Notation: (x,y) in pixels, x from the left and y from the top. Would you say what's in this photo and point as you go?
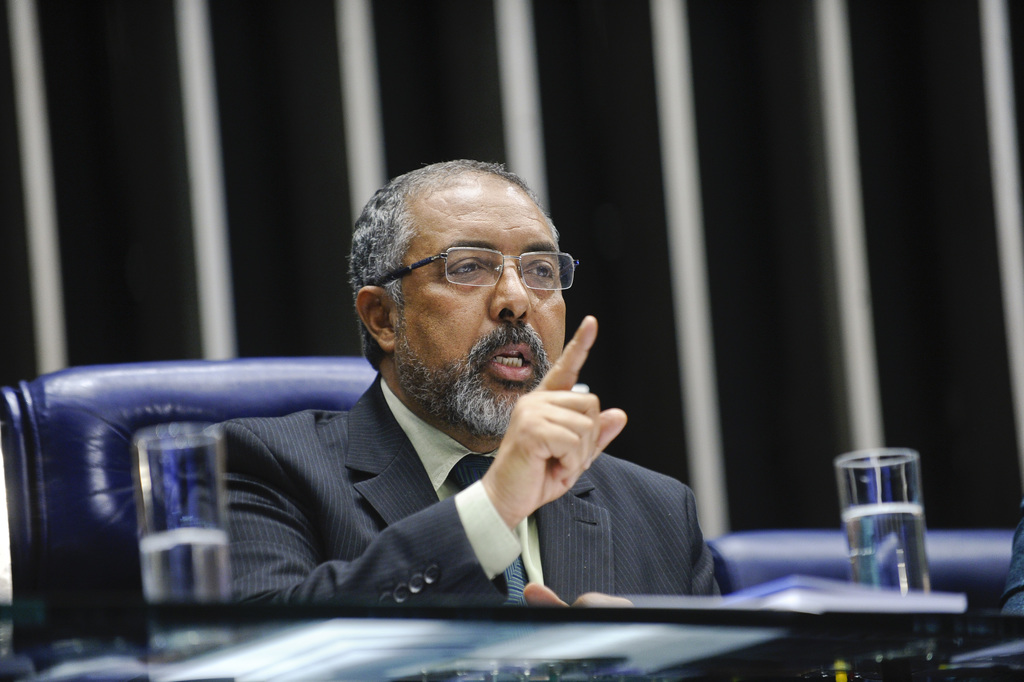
In this image there are chairs (222,403), person (403,434), glasses (183,500), water (904,582) and objects (609,622). A person (421,497) is sitting on a chair (176,407). In the background of the image (449,111) it is blurry.
